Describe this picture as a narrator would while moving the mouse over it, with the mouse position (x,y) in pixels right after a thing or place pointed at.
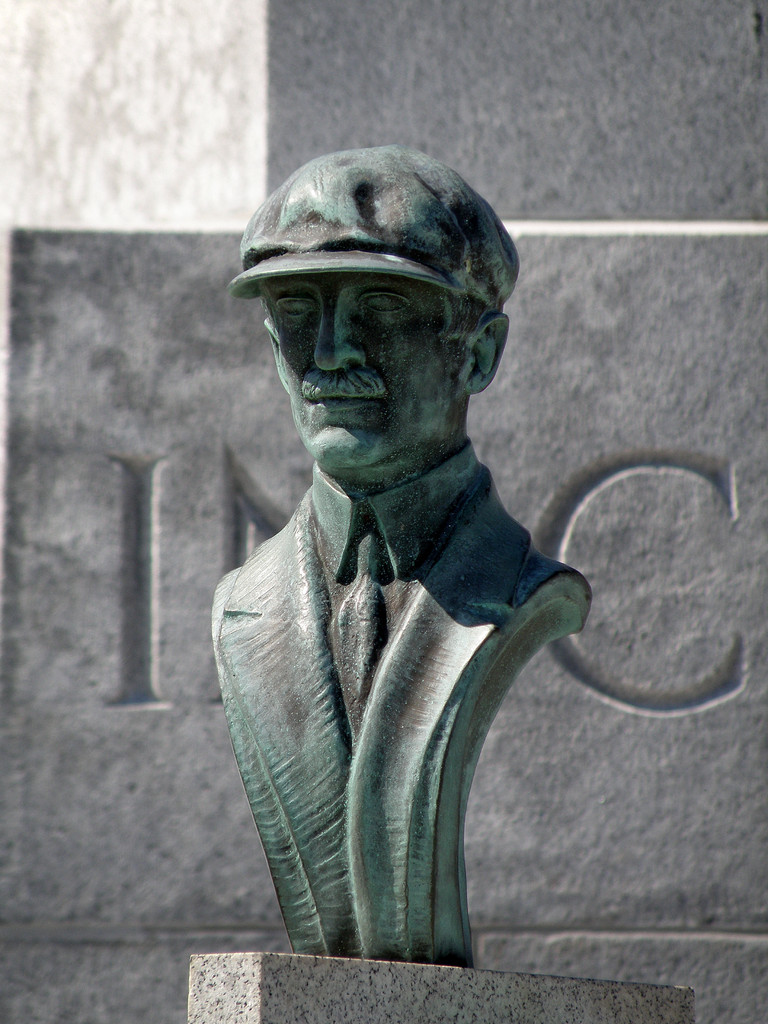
In this image there is a sculpture (418,630) of a man (386,641). Behind it there is a wall (625,149). There is text (157,573) on the wall (143,568).
